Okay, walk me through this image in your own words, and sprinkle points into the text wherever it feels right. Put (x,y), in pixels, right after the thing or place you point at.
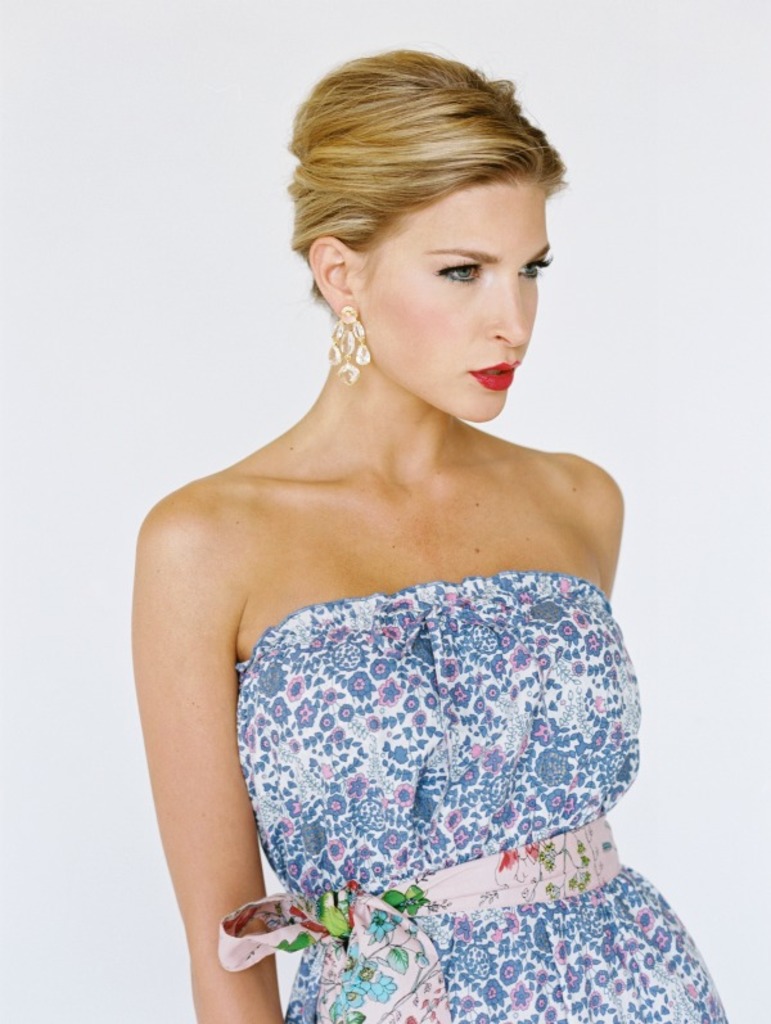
This is the woman (412,796) standing. She wore a dress (461,695) and an earring (357,371), The background (72,938) looks white in color.
